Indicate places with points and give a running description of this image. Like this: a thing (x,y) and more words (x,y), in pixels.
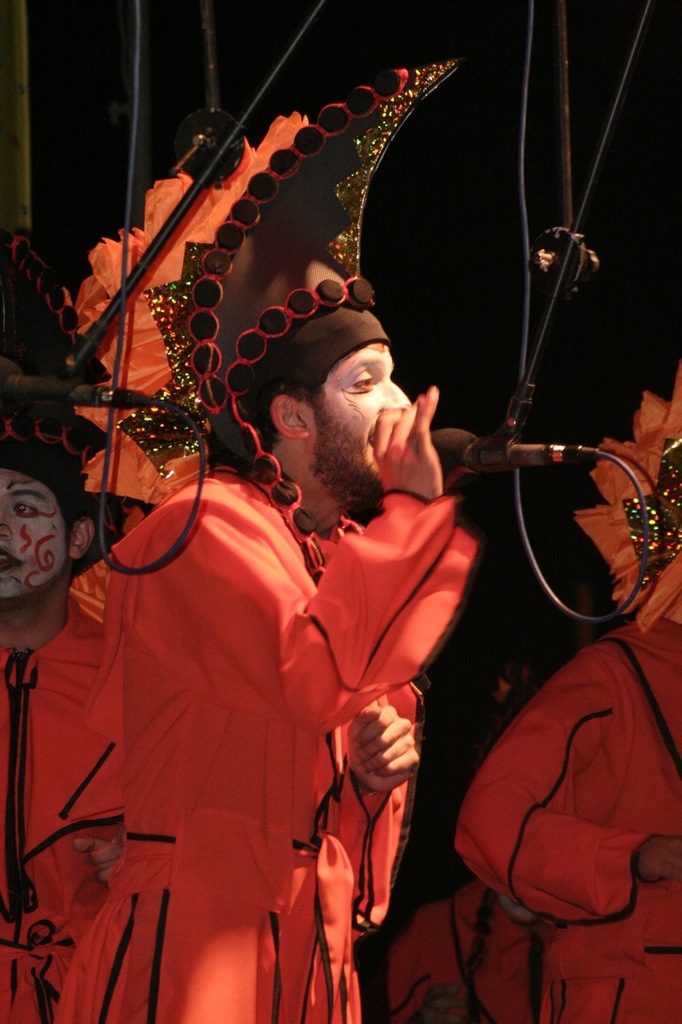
In the picture we can see a man (274,826) in a different costumes (370,662) and standing at a microphone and singing a song and beside him we can see another person (596,889) standing with costumes (596,889).
